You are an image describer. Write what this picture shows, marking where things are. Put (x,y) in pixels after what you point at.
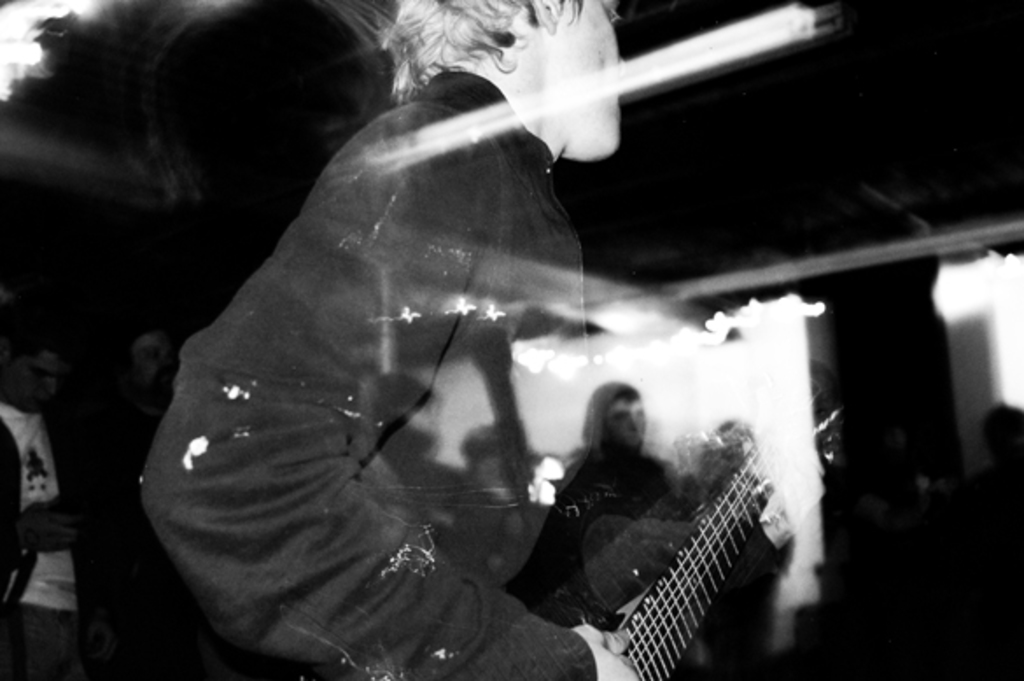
In this image I can see a person (344,300). In the background (834,345) the image is blur.
